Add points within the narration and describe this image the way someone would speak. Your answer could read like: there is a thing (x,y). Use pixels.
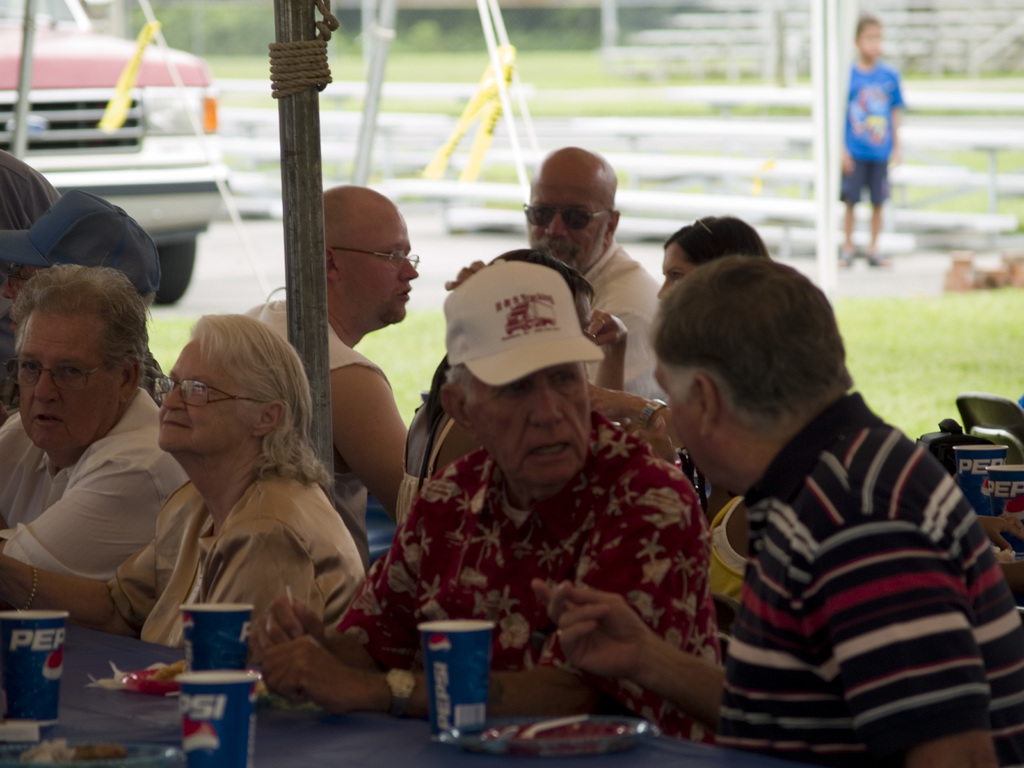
In this picture we can see a group of people (414,468) sitting. At the bottom of the image (372,745), it looks like a table (308,756) and on the table (332,727) there are paper cups (230,653), plates (260,704) and some objects (151,675). On the right side of the image (1004,485), there are two other paper cups (981,480) and a chair (982,434). Behind the people (188,379) there is a pole (289,218), rope (302,80), a vehicle (147,75), grass (419,335), a kid (857,170) is standing and some blurred objects (559,97).
